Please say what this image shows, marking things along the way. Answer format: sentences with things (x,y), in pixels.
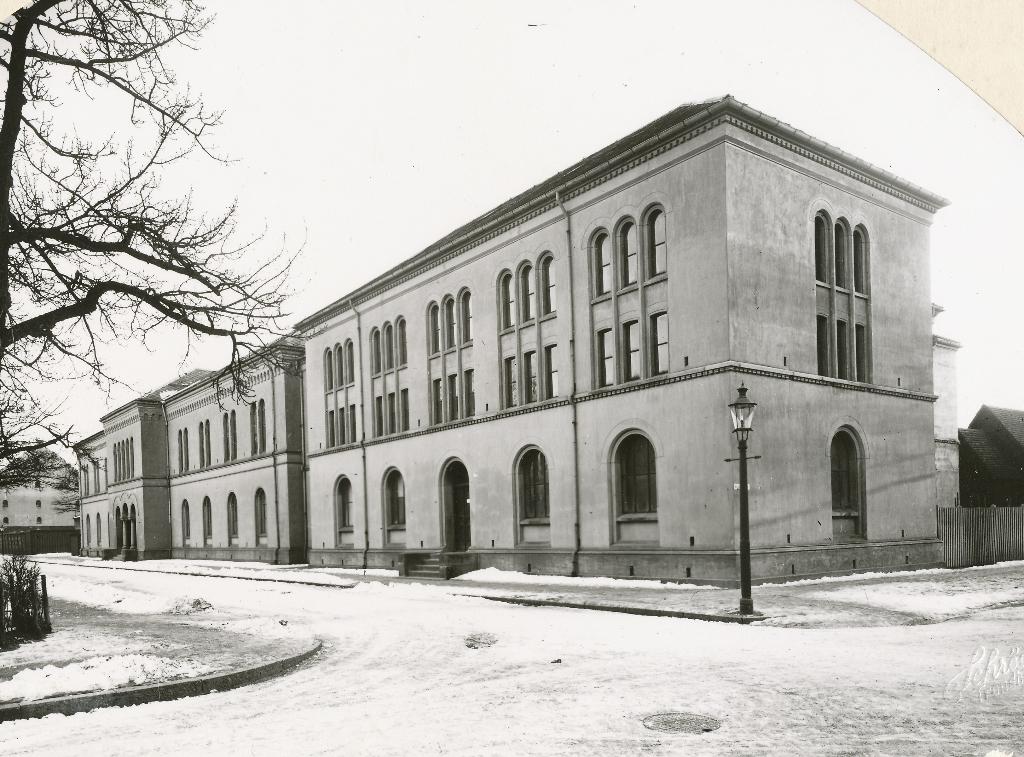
This is a black and white image, in this image the land (114,614) is covered with snow (176,723) and there is a light pole (744,470), in the background (715,463) there is a building (857,383), on the left side (29,195) there is a tree (77,232).
